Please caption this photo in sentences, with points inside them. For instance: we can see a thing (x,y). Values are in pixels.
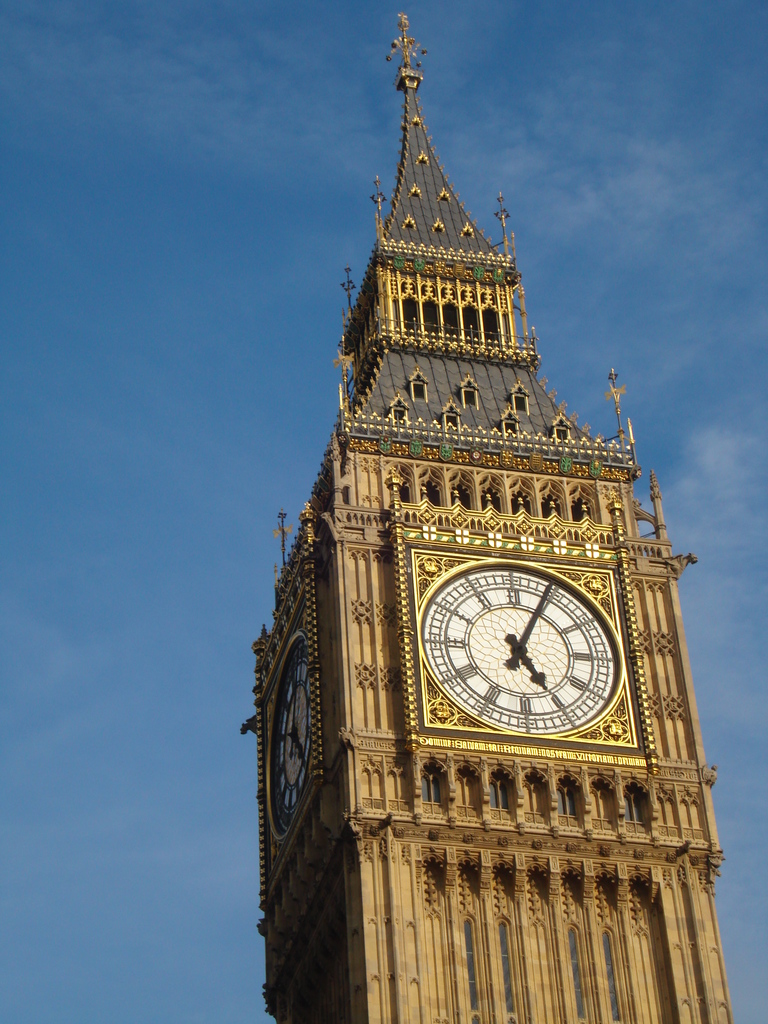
In this picture, we see the clock tower (471,679). In the background (201,379), we see the sky (308,174), which is blue in color.
